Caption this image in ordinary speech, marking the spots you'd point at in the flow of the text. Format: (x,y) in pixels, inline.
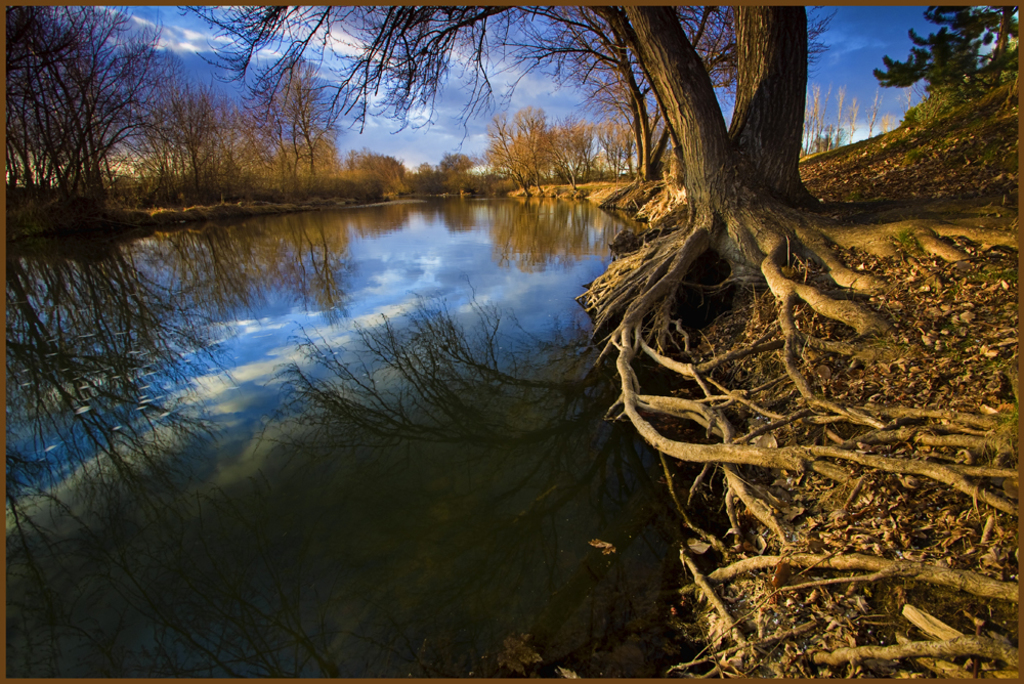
In this image there is the water (319,367). To the right (763,190) there are trees (776,197) on the ground (899,174). In the background (448,157) there are trees (270,169). At the top (460,80) there is the sky (460,88).
